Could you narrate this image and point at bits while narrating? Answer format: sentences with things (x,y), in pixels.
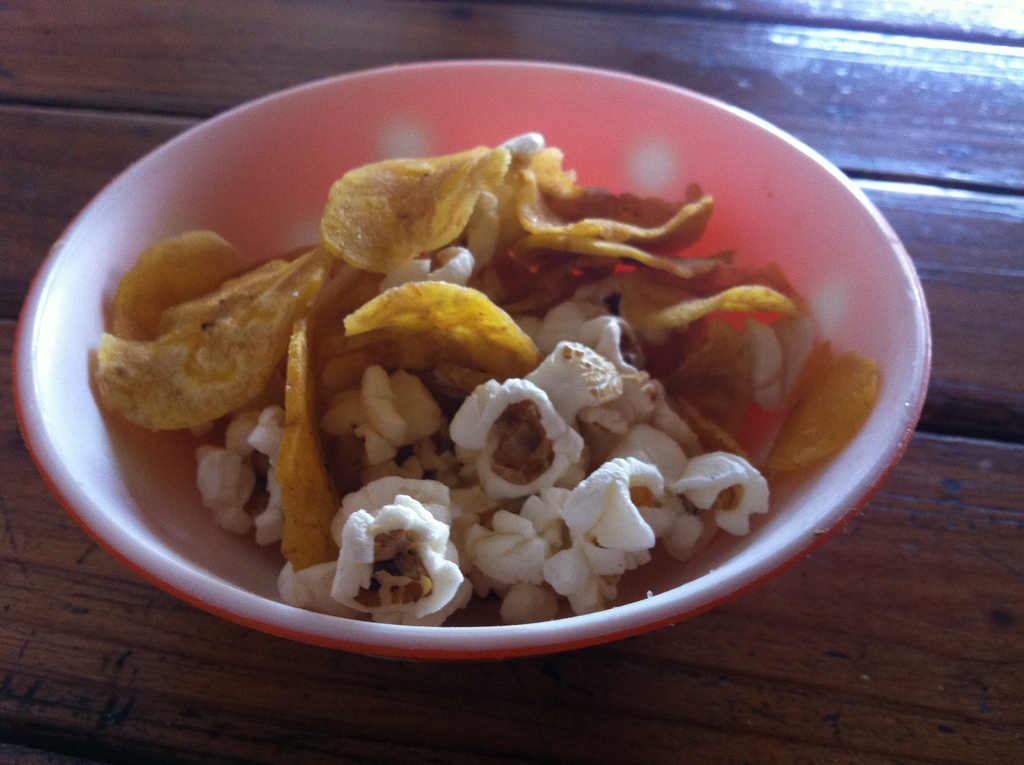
In this picture we can see a bowl (874,448), in this bowl (881,425) we can see food items (844,398) and this bowl (893,358) is placed on a platform (875,577).
